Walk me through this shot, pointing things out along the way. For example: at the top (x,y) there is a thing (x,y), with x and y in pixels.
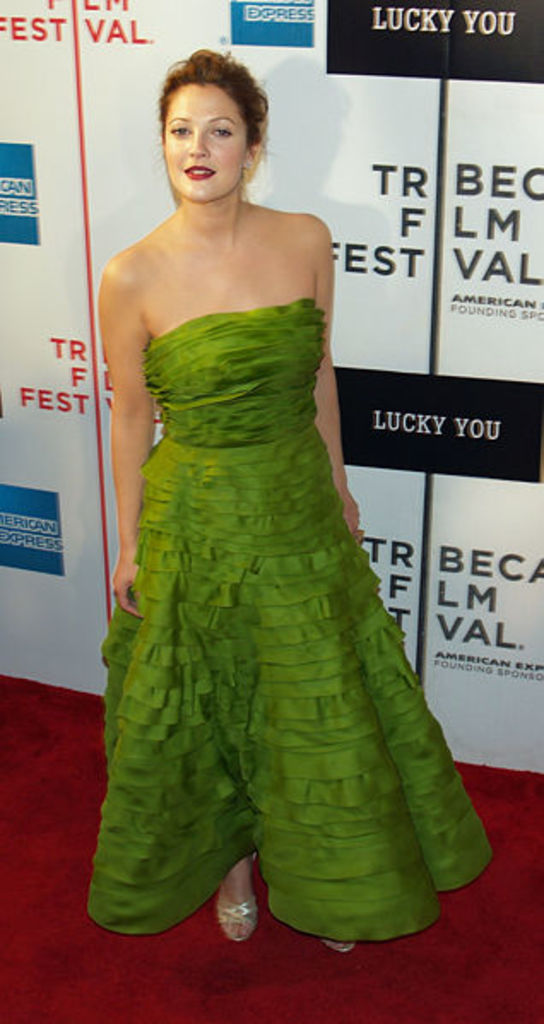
There is a lady (349,531) standing in the foreground area of the image (276,495), there is text (466,275) on the poster (480,258) in the background (475,281).
